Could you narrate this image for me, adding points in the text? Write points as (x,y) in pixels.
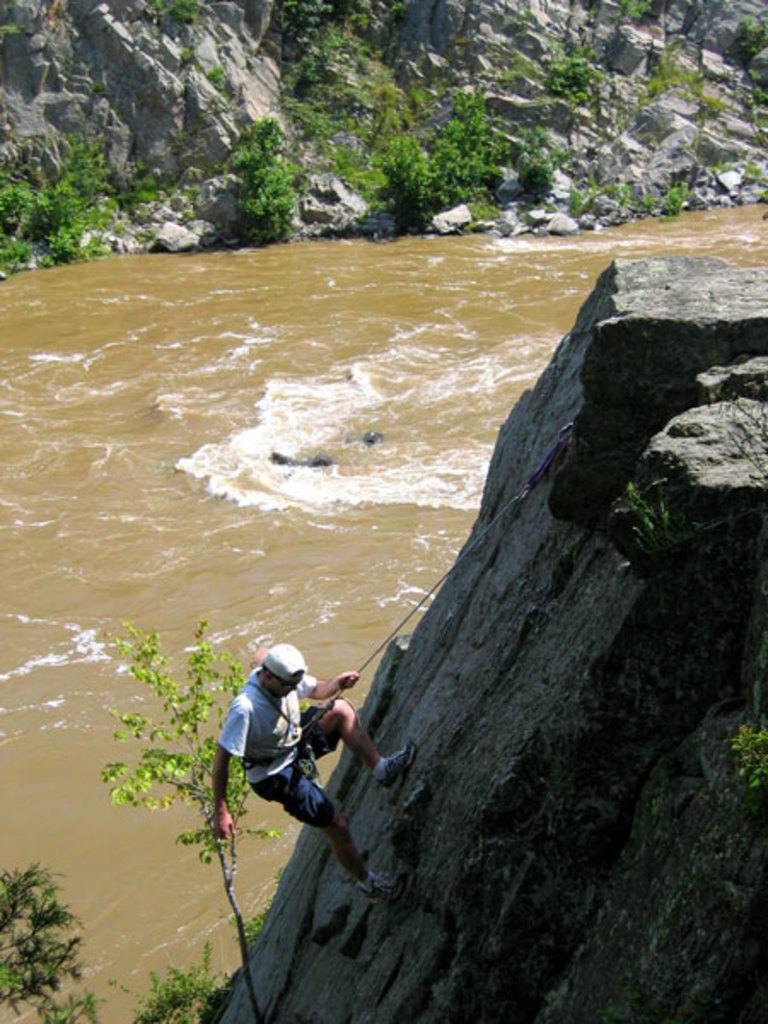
In this image we can see a man (333,832) climbing the hill (529,560), river (474,337) and plants (360,117).
